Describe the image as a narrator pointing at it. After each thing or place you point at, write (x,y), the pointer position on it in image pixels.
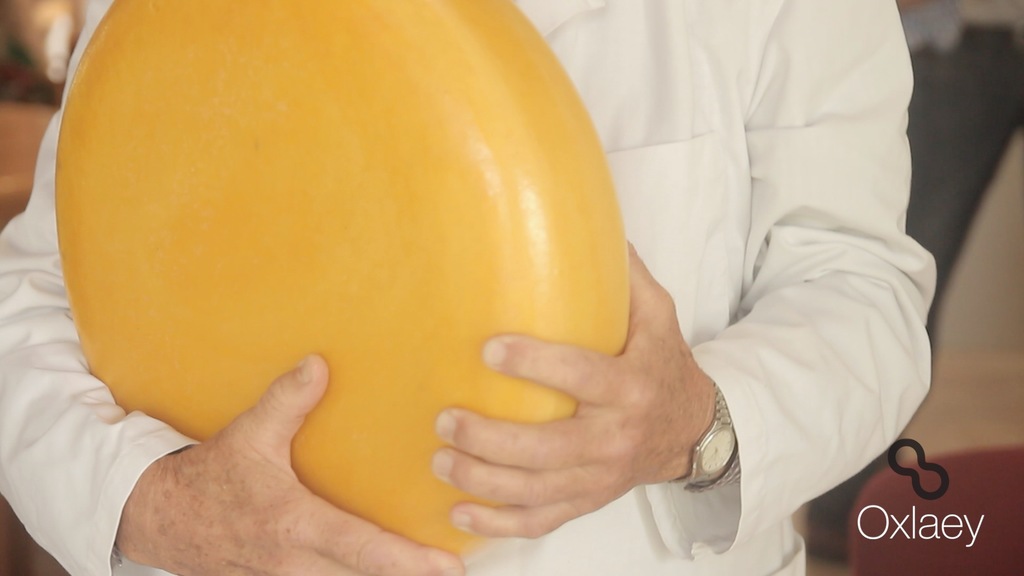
In this image we can see a person (636,368) holding some object (529,408) in his hand (542,438). There is some text (934,520) written at the bottom of the image (919,514).
